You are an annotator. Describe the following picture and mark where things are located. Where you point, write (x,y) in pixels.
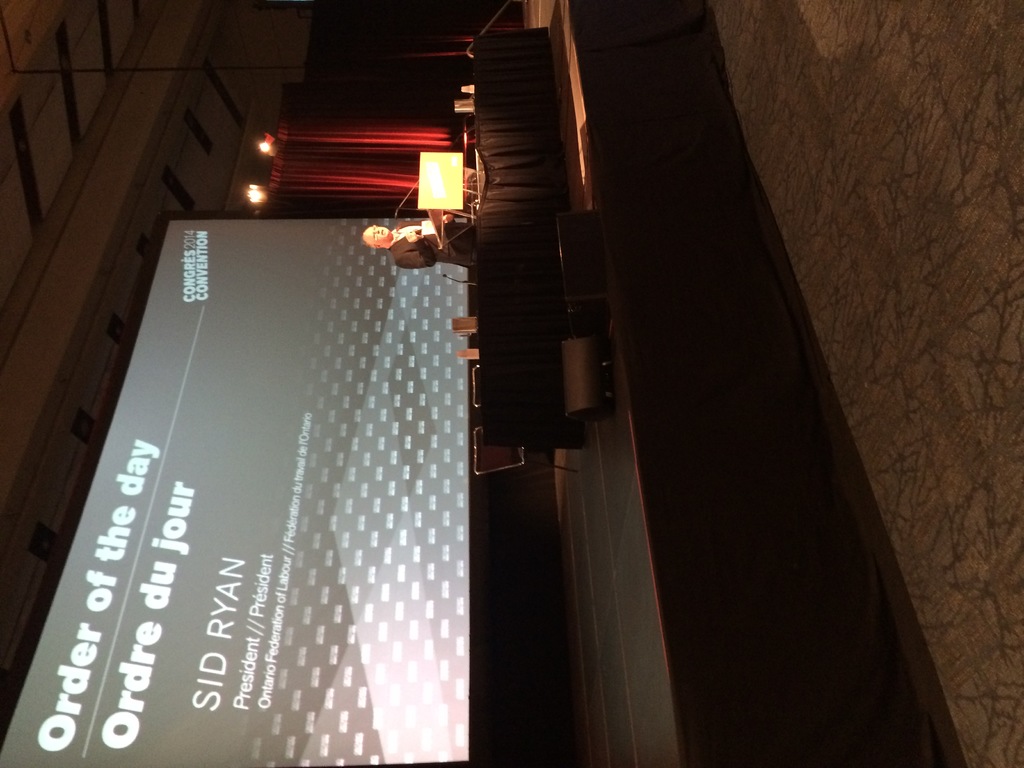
A person (426,260) is standing on the stage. There is a black table (488,327), microphone (410,190) and a. screen (323,307) There is a projector display (256,494) and curtains (326,159) behind him. There are lights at the top (271,148).
